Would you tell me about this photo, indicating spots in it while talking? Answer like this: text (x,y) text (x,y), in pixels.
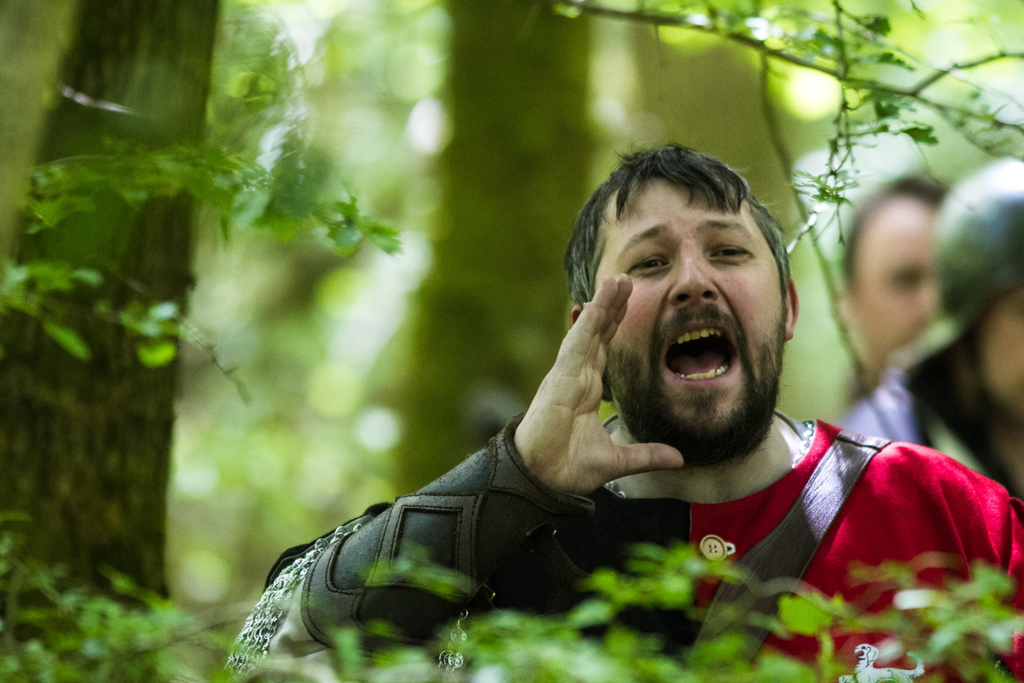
At the bottom of the image (612,605) there are leaves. Behind them there is a man (473,548) with an object (512,522) on his hand (554,487). Behind him on the right side (955,321) there are two men (968,276). And there is a blur background (547,46) with trees (235,183).
